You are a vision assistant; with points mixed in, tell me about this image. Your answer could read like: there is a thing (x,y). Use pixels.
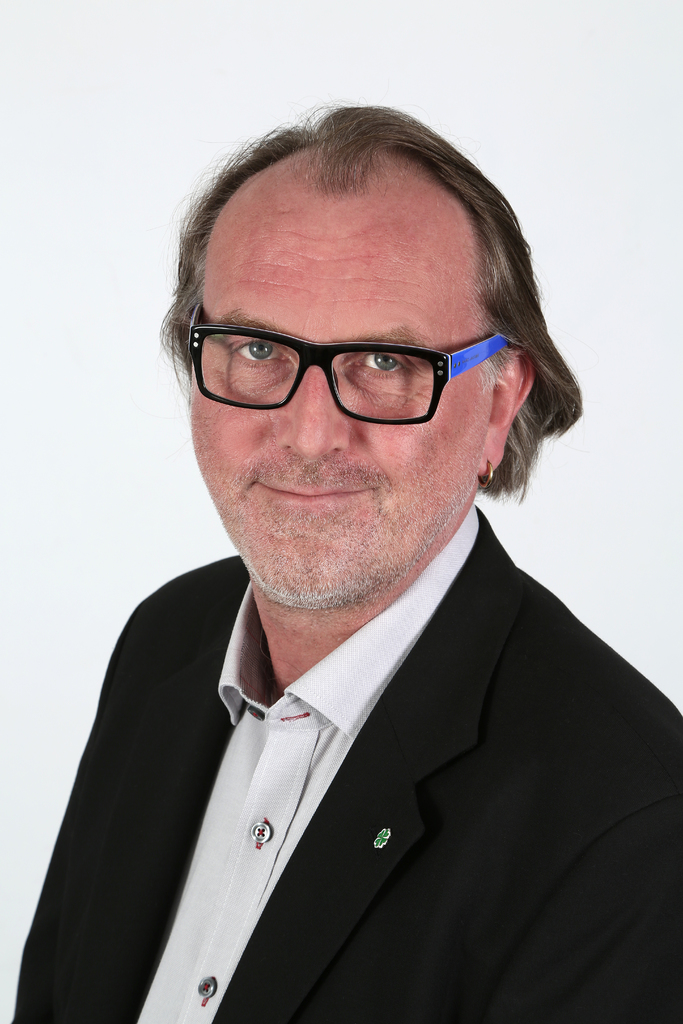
In this image I can see a person (252,918) wearing a black color suit (150,618), spectacle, background (409,27) is white.
